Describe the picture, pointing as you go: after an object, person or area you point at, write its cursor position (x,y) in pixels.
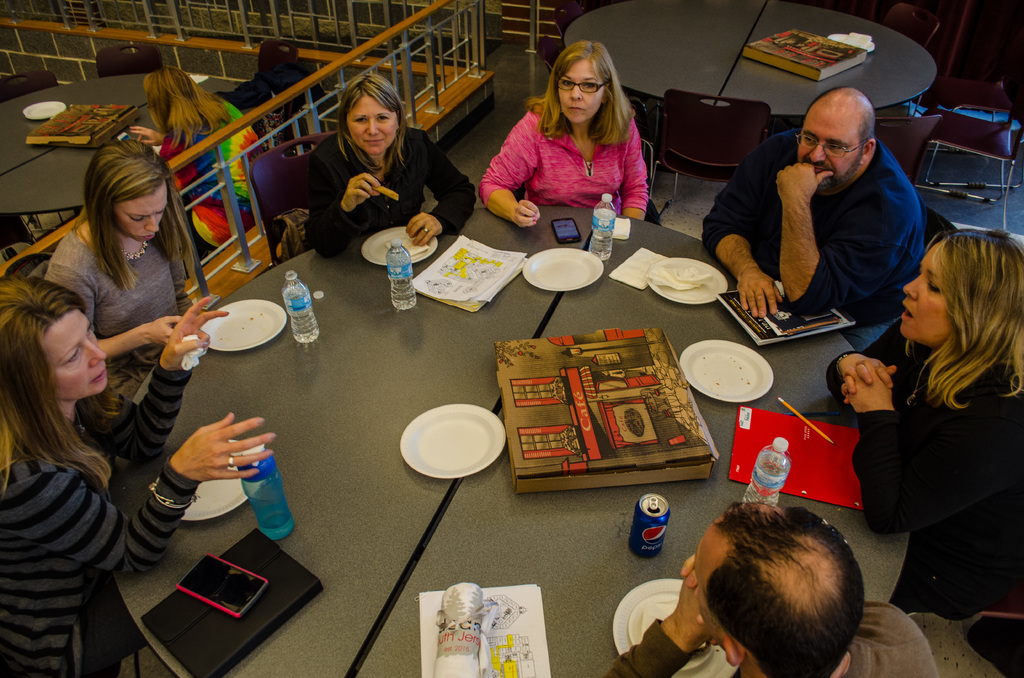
In the given image i can see a people (112,186), plates (733,352), bottles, mobile phones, fence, chairs (117,71), tables (419,323) and some other objects (664,505).
